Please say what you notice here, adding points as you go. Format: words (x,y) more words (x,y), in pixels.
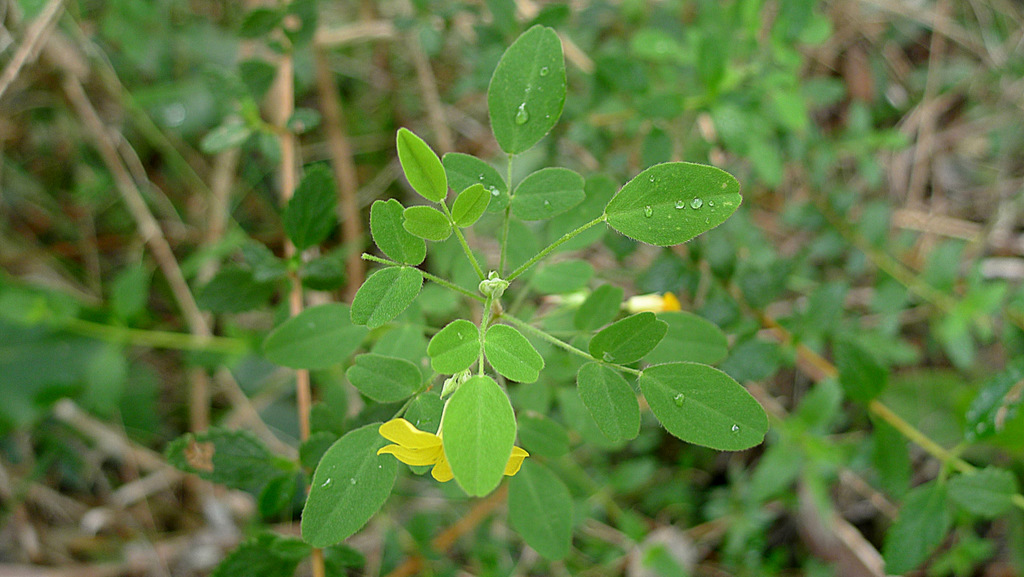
In this image we can see a few plants (415,369) in which one of the plants (504,334) contains yellow flower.
